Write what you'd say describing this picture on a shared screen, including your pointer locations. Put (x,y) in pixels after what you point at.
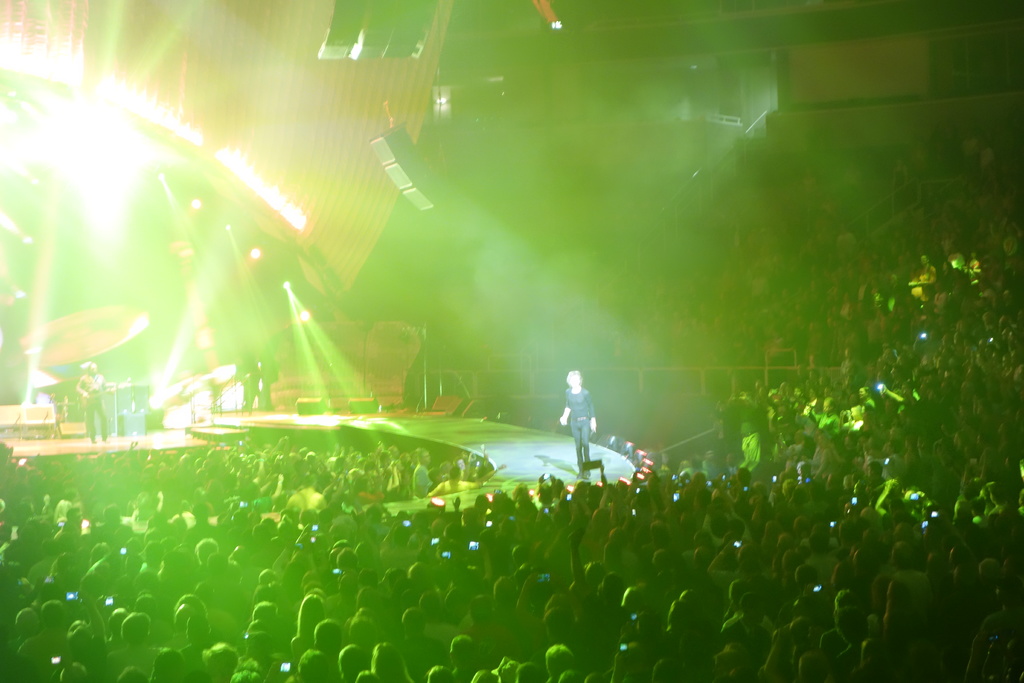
In this picture we can see there are some people (812,571) on the path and some people (86,393) are standing on the stage (549,437). Behind the people (580,424) there are lights (88,100), smoke (450,239) and musical systems (391,173).
